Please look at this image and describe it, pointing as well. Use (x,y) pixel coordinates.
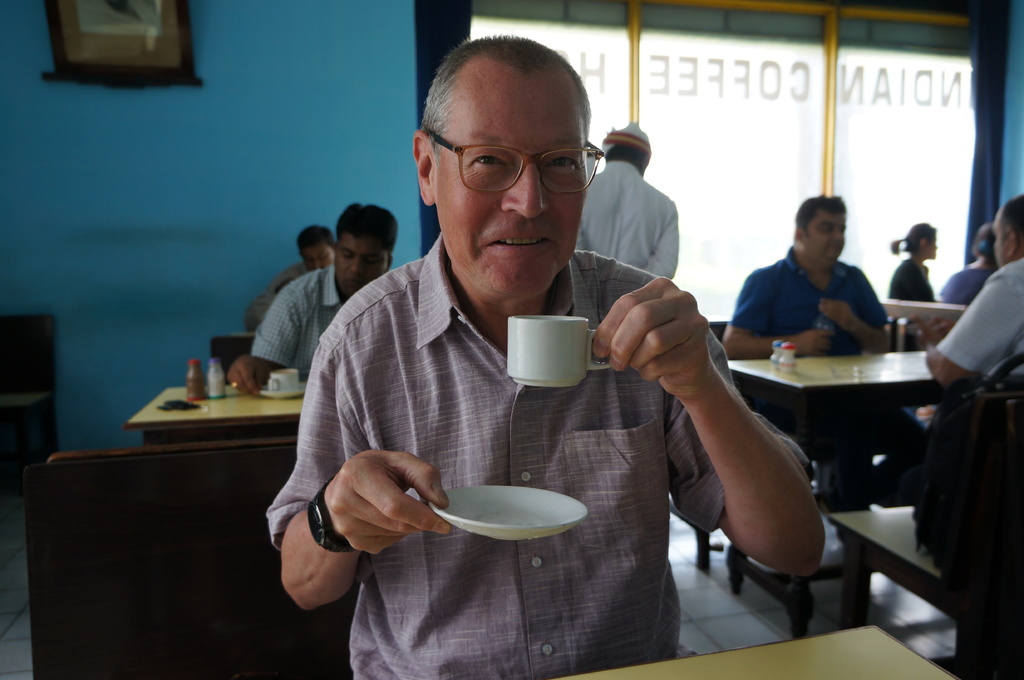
In this picture we can see man (516,445) holding saucer (539,494) in one hand (412,474) and cup (519,332) in other hand (619,327) and he is smiling and at back of him we can see some more persons (289,318) and on table (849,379) we have bottles (213,370), cup (270,376), saucer (275,390) and in background (268,176) we can see wall (261,76), frame (135,42), window (613,51).
